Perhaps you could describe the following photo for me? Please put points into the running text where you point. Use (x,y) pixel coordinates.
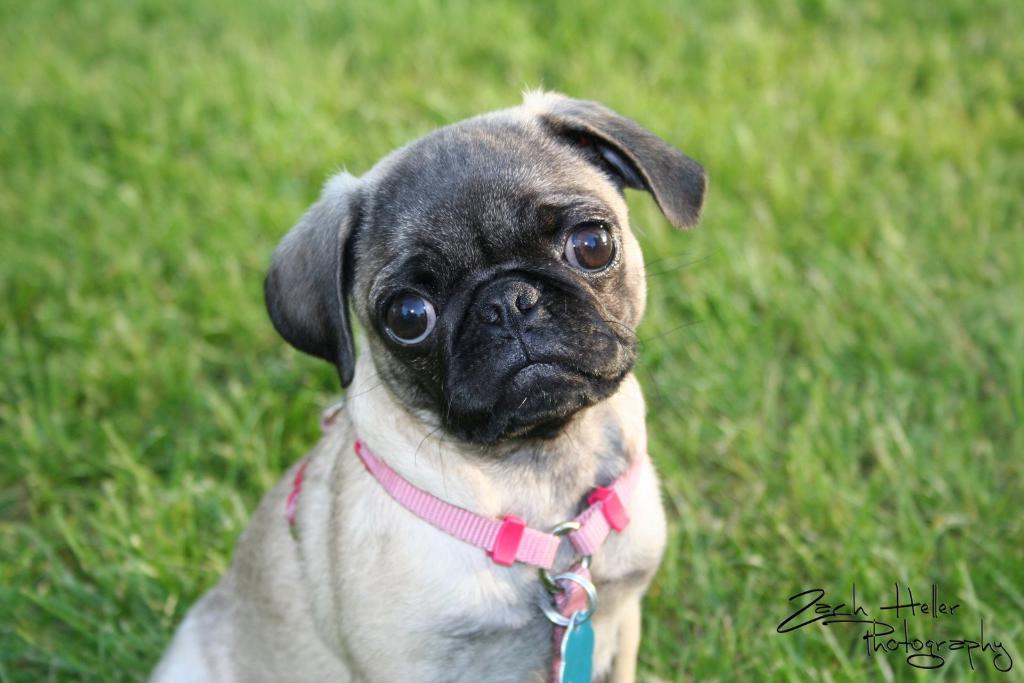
This picture is clicked outside. In the center (481,259) we can see a dog (383,579) seems to be sitting on the ground (778,232) and the ground (880,431) is covered with the green grass (702,320). In the bottom right corner (900,629) we can see the text (886,621) on the image.
